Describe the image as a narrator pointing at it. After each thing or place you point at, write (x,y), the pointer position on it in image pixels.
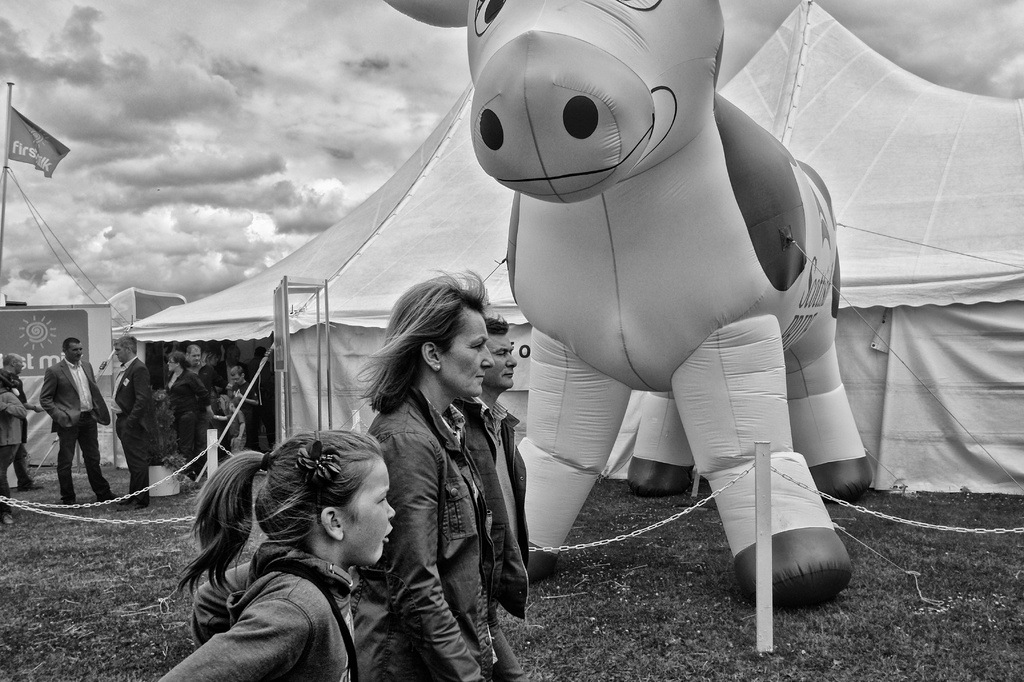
In this picture we can see a few people (421,579) and some grass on the ground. We can see chain barriers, an inflatable object (546,307), canopy tents (179,312) and a flag (16,133) on a pole (7,119). There are other objects (72,310) and the cloudy sky (103,158).
